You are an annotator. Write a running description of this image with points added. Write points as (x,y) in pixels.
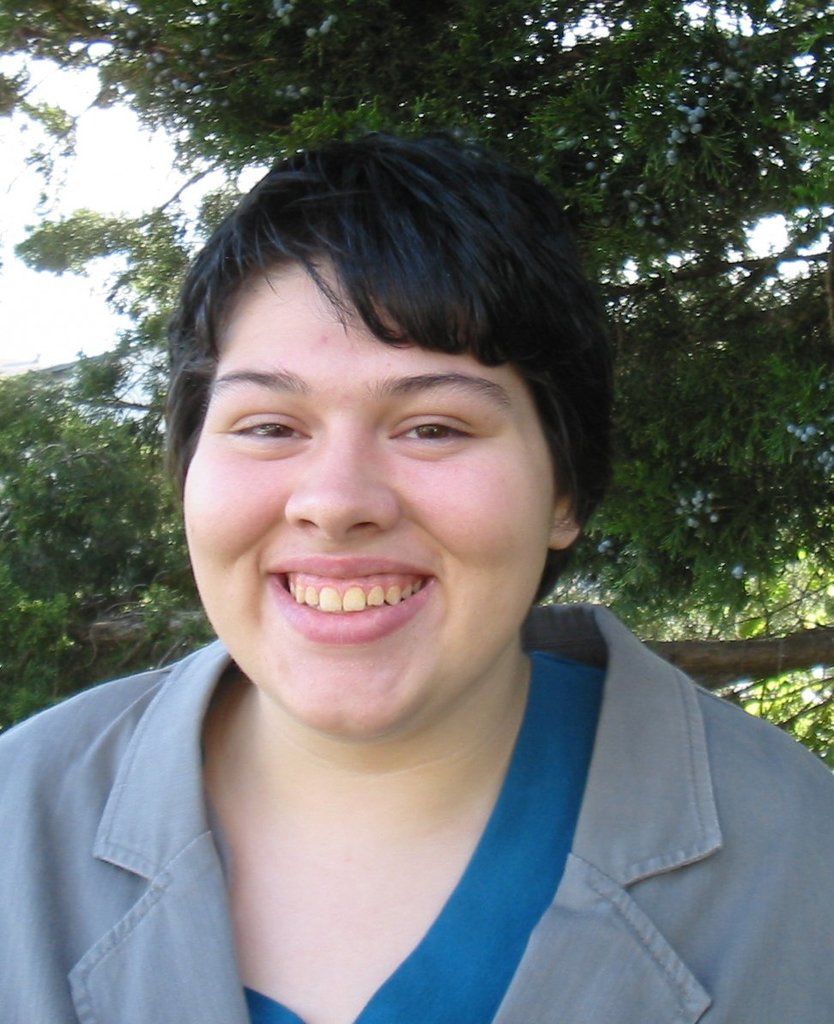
In this image we can see a person (375,663) smiling. In the background (736,462) there are trees (645,185) and sky (66,215).
